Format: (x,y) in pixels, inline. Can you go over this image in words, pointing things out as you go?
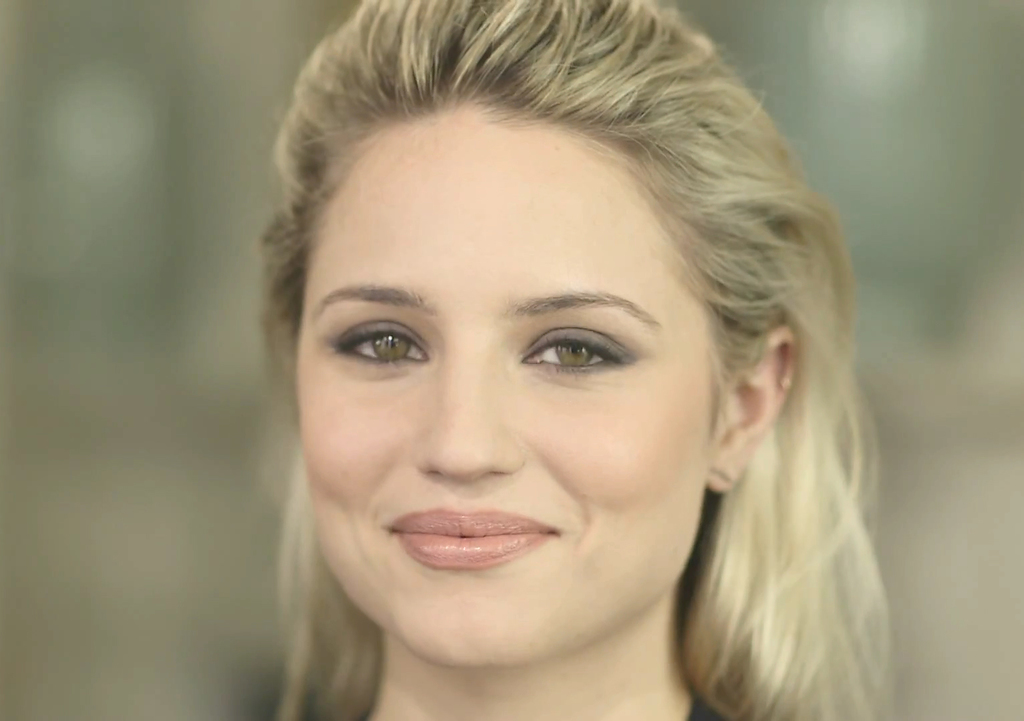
There is a woman (486,636) smiling. In the background (824,80) it is blur.
